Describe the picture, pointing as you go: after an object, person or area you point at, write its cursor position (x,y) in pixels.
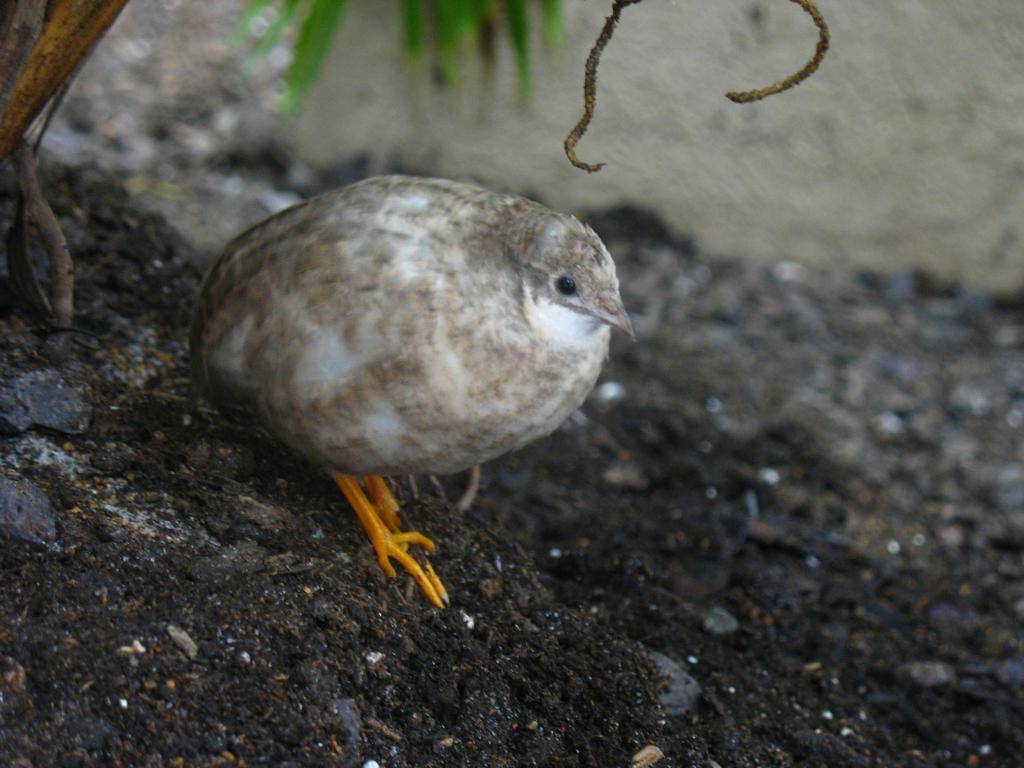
This image is taken outdoors. At the bottom of the image (307,664) there is a ground (254,565). In the middle of the image (557,338) there is a bird (451,377) on the ground (284,576). In the background (518,115) there is a wall (467,162). At the top left of the image (21,137) there is a plant (36,54).
